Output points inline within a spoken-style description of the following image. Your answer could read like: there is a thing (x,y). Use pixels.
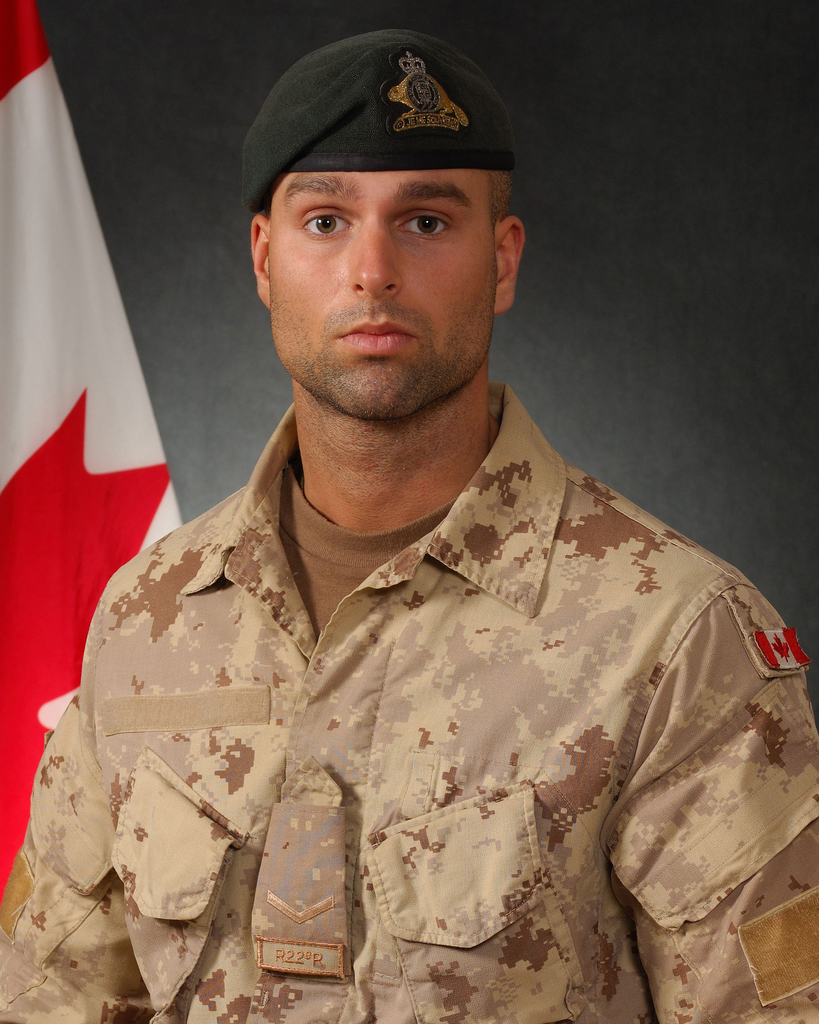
Here I can see a man (519,510) wearing a uniform (342,855), cap (435,153) on the head (291,303) and giving pose for the picture. On the left side (34,480), I can see a flag (69,352) which is in white and red colors. In the background (601,380) there is a wall (657,337).
